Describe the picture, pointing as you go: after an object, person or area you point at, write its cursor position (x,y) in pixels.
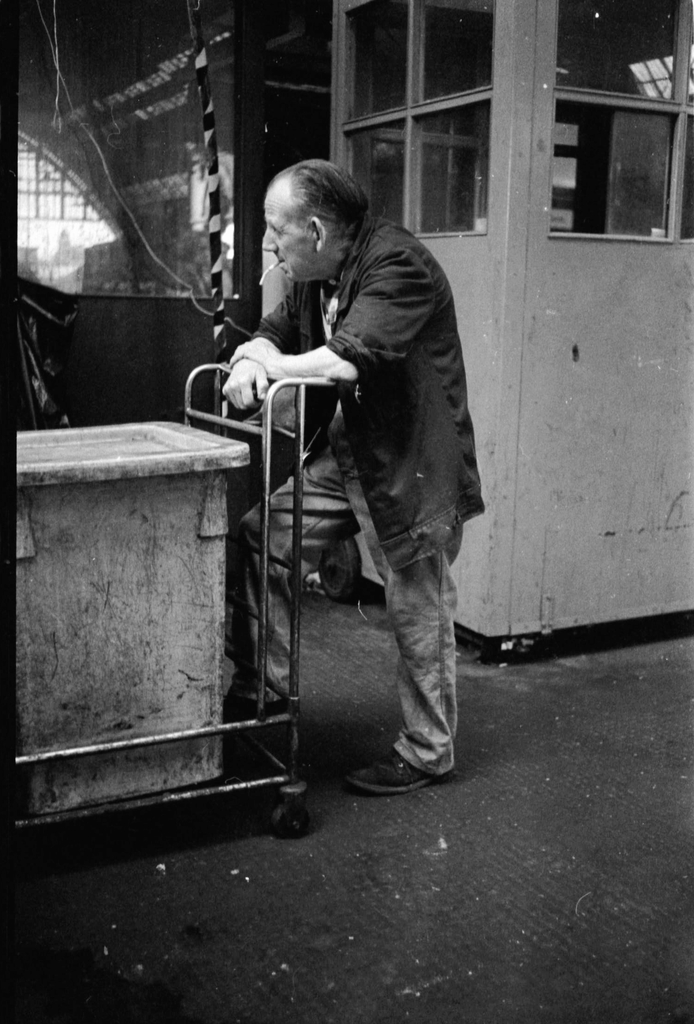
This is a black and white image. There is a person (308,271) in the middle (406,385). There is a cigarette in his mouth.
